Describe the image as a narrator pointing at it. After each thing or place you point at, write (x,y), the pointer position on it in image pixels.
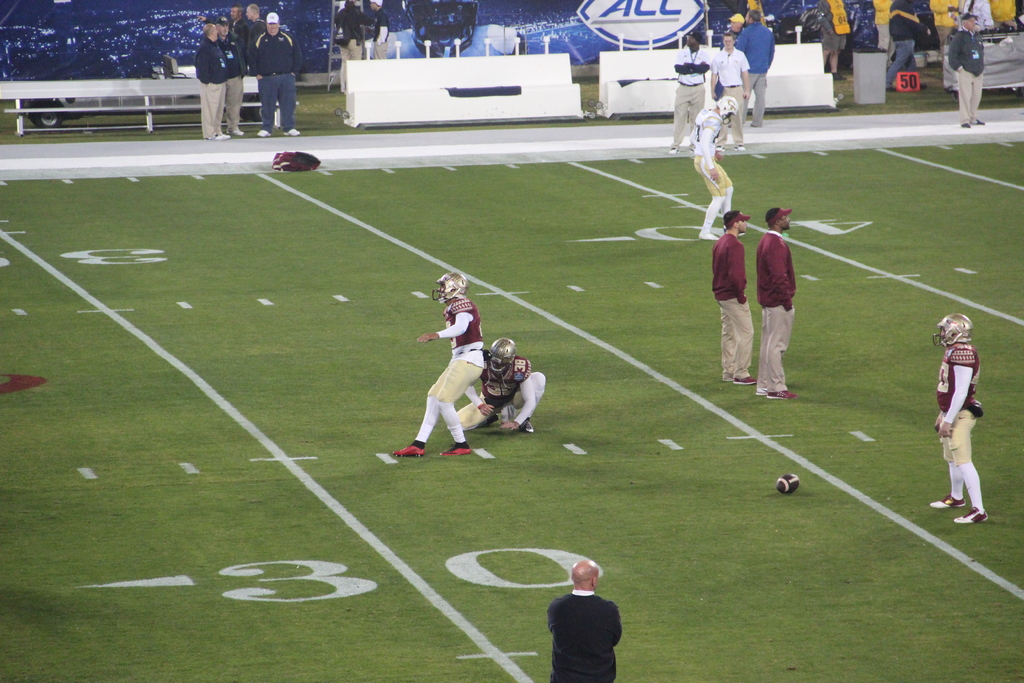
In the picture we can see a playground (775,452) with green color mat (64,525) and white color lines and readings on it and we can see some people (964,448) are standing in sports gear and helmets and in the background (899,0) we can see a wall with some advertisements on it and some people (755,68) standing near it.
